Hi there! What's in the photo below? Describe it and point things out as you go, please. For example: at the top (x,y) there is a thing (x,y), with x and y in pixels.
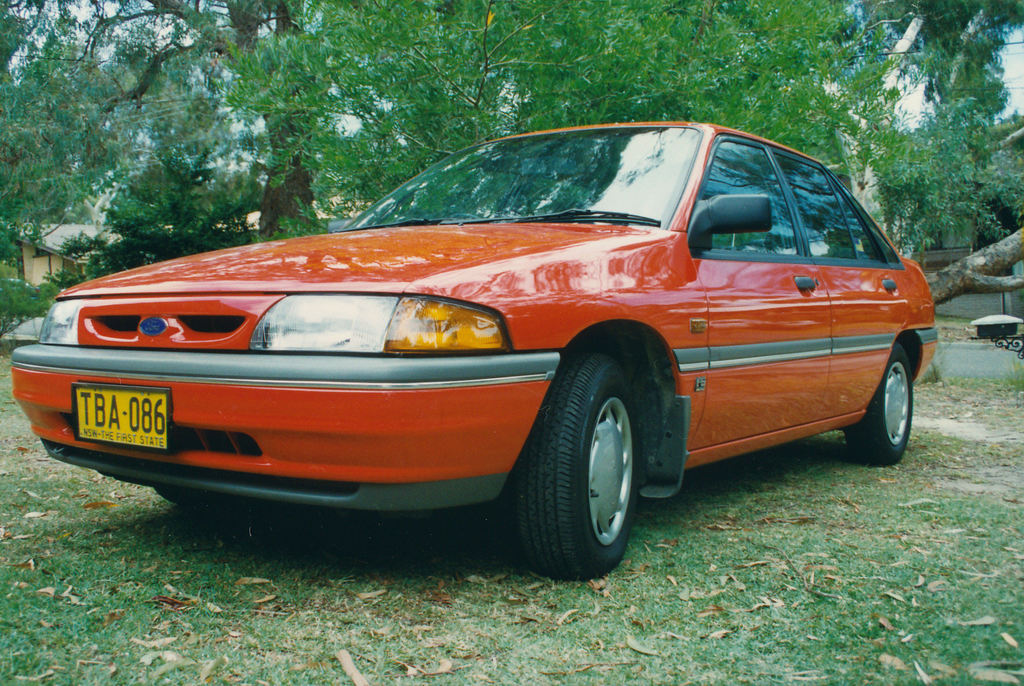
In the center of the image (484,369) we can see one car (485,383), which is in orange color. In front of the car (116,332), we can see one number plate (140,409). On the right side of the image (1012,328), we can see one object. In the background (495,13) we can see the sky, trees (988,270), buildings (956,310), grass (931,392), dry leaves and a few other objects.
